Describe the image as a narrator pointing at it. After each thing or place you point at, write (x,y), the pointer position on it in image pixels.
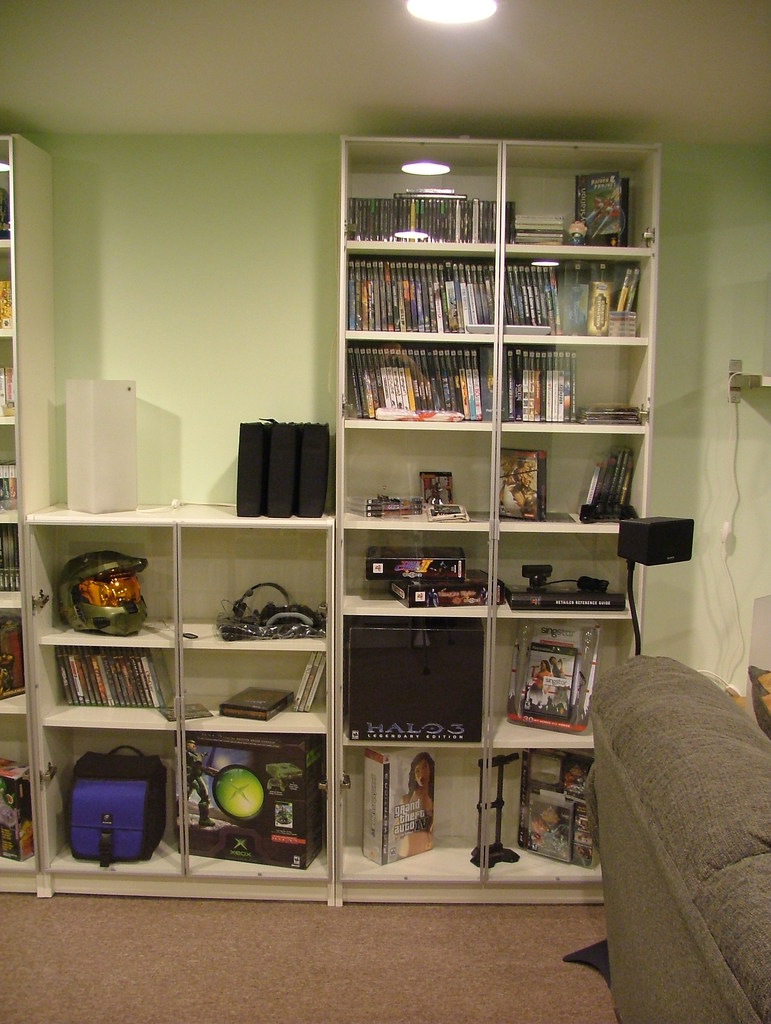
This is an inside view of a room (564,874). On the right side (622,830) there is a couch (695,877). In the background (452,386), I can see the racks (260,567) in which books (411,388), bag (150,813), boxes (241,515), helmet (116,632), wires (277,623), photo frame (532,681) and some other objects (553,671) are placed. At the back of it I can see the wall (234,285). At the top (474,13) there is a light (452,15) to the roof (288,23).
